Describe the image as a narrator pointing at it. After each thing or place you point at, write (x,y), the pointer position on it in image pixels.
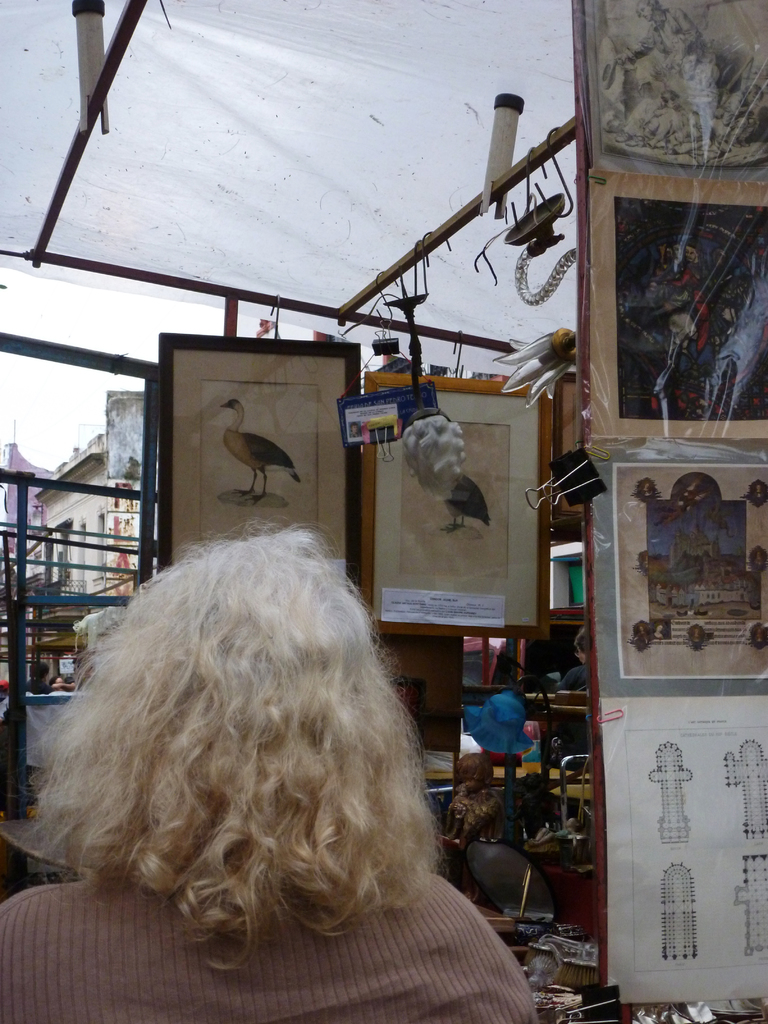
In this image, we can see a person (303,784) wearing clothes (381,930). There are photo frames (487,414) in the middle of the image (397,505). There is a tent (363,60) at the top of the image (388,52).
